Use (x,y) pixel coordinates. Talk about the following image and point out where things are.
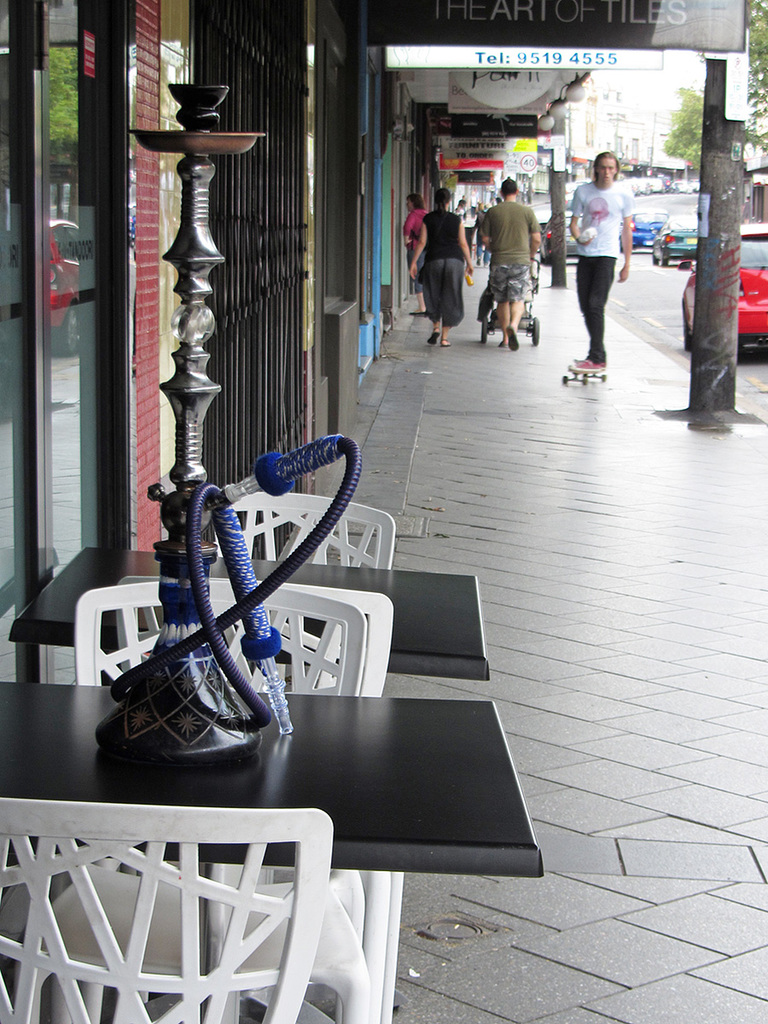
In this image we can see a few vehicles (688,238), there are some buildings (226,411), trees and boards (514,37) with some text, also we can see some chairs (193,849) and tables (238,785), on the table (248,785), we can see a hookah pot (225,746).
